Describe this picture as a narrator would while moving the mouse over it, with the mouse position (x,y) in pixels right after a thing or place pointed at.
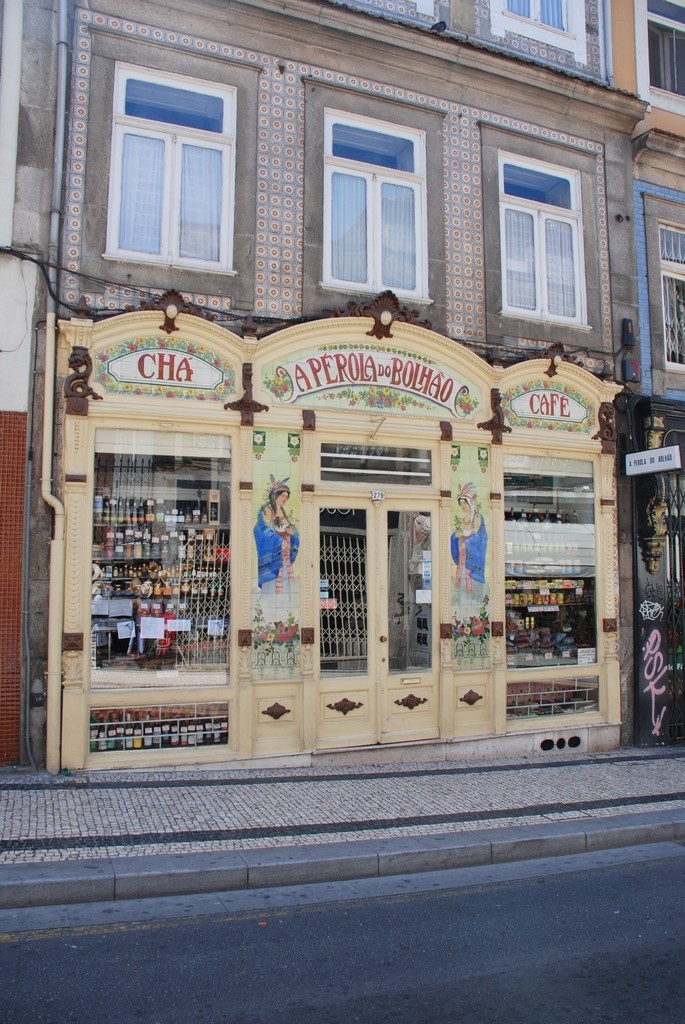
In this picture I can see there is a building (335,338) here and there is a store (366,535) here and there is a door (364,581) and windows (163,560). There are few groceries (157,574) visible from the window (198,740).
